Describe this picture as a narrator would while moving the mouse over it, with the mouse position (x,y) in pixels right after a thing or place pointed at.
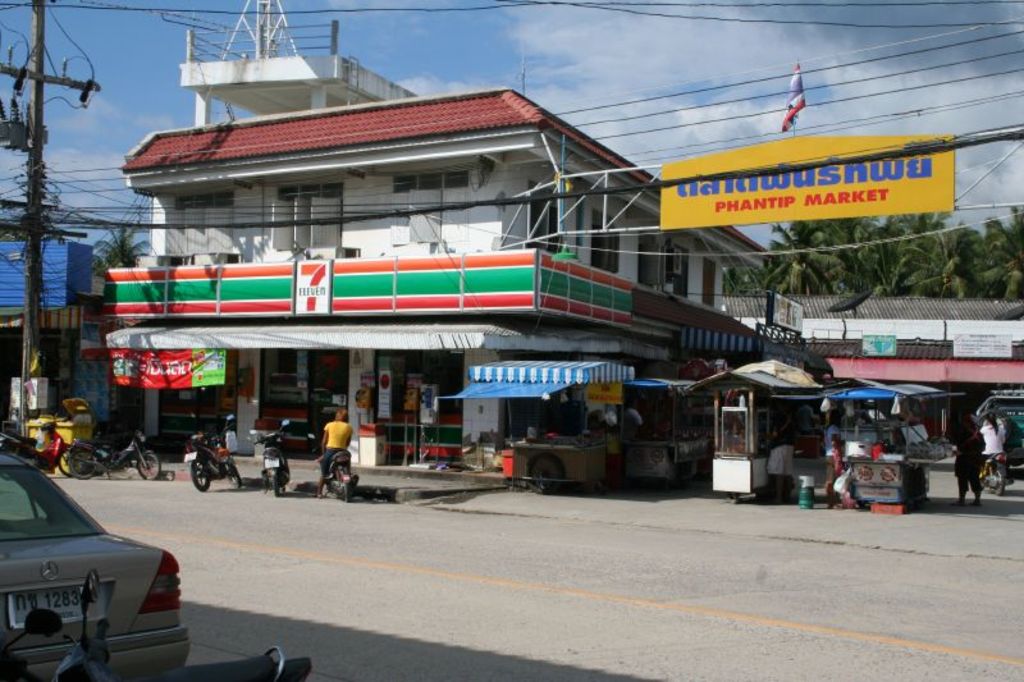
This is the picture of a city (544,202). In this image there are buildings (368,175), poles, hoardings (895,206) and there is a flag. In the foreground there is a person (341,427) sitting on the motorbike (346,485). On the right side of the image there are three persons (782,487) standing and there is a person (998,443) riding the motorbike (996,470). There are vehicles (66,521) on the road (484,508). At the top (312,10) there is sky (499,15) and there are clouds (625,98). At the bottom (574,618) there is a road (572,525).
